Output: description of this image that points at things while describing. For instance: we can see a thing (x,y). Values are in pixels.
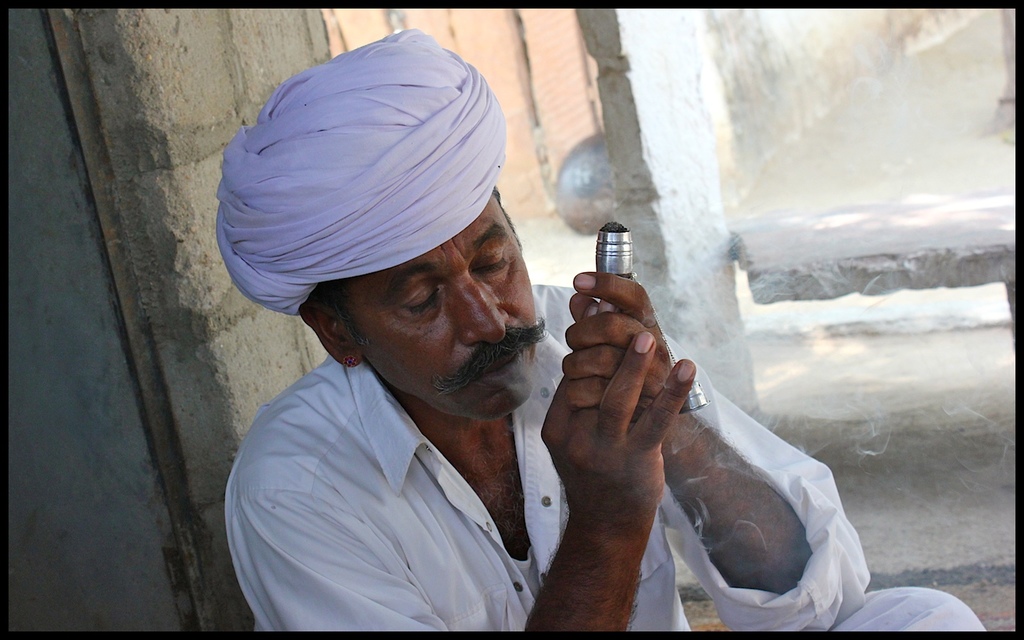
In this picture there is a man (286,276) in the center of the image (344,242).
